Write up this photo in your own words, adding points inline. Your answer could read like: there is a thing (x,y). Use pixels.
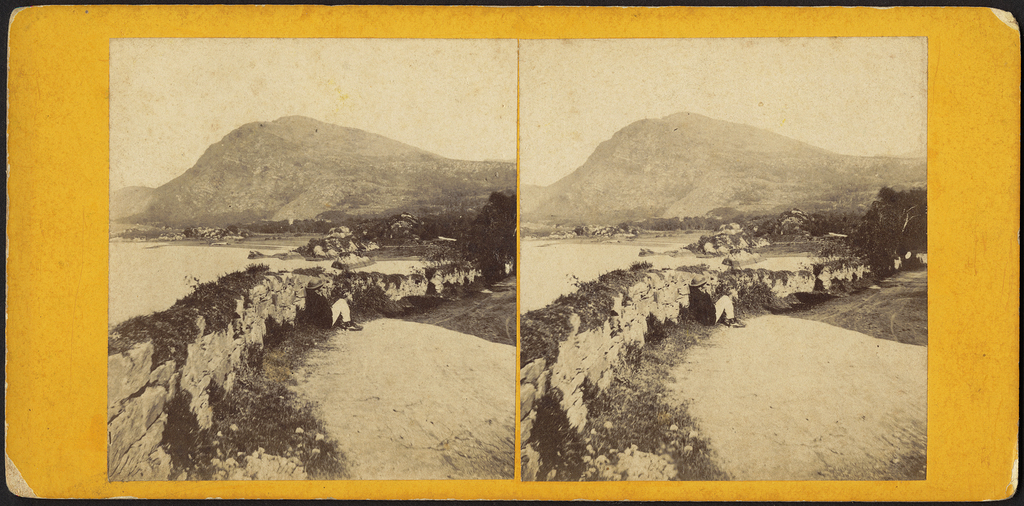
In this image I can see two same photos (443,334) on the yellow color board (58,333). In the photos (317,379) I can see the person (695,304) with the dress (710,309) and hat (692,285), rock wall (646,309) and the rocks (641,255) on the water (589,256). In the background (787,213) I can see many trees (841,219), mountains (666,173) and the sky (629,89).
